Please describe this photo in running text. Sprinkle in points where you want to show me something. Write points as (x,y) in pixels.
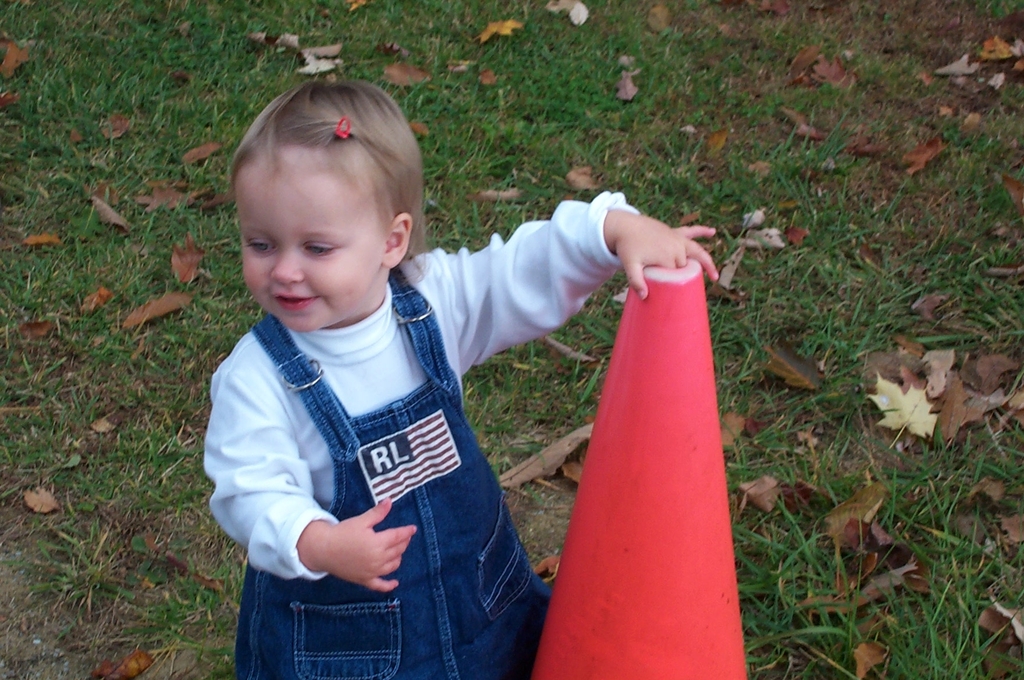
In this picture I can observe a girl (371,403) standing on the ground (151,335). She is wearing blue and white color dress (403,398). I can observe dried leaves (287,35) on the ground (792,390). There is a pink color cone (637,444) placed on the ground (772,396), on the right side (691,351).
